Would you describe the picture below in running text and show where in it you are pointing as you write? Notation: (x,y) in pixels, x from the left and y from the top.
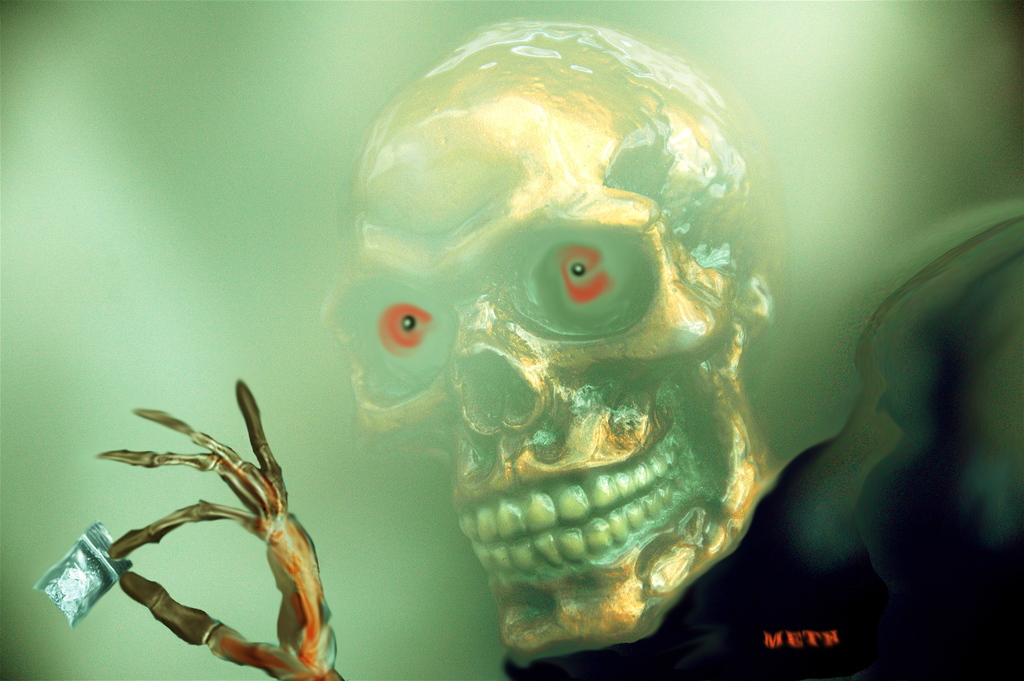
In this image we can see the animated picture of a skull (466,469).
